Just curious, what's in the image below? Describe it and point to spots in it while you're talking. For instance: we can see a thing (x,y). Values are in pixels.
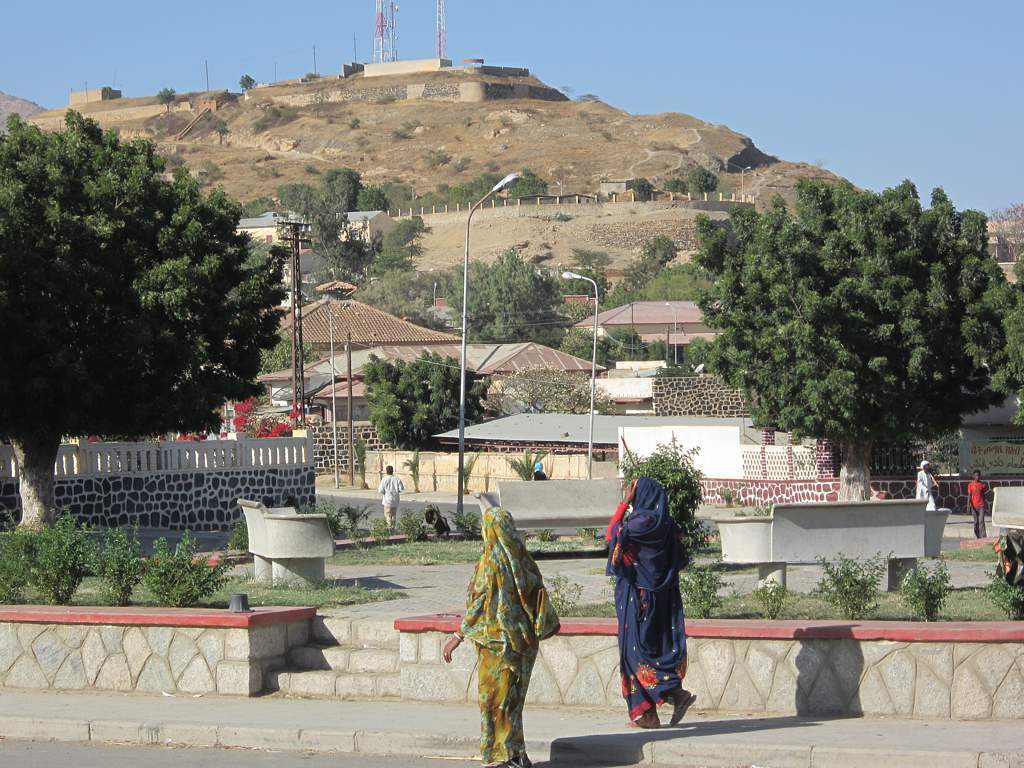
This picture describes about group of people (540,466), few people (540,466) are walking on the pathway (716,719), in front of them we can see few plants (772,593) and benches (272,552), in the background (560,441) we can find few trees (336,251), poles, houses (620,388) and towers (439,52).
